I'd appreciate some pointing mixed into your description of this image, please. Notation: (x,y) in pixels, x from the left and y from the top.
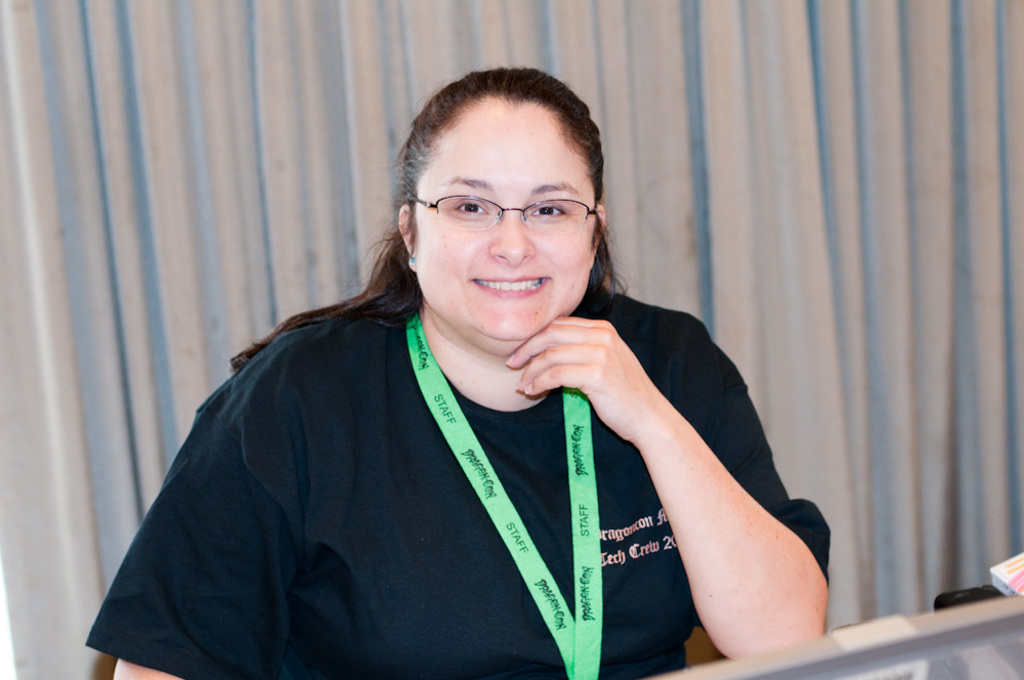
In this image there is a woman (572,426) who is wearing the black dress (312,521) and green colour id card (527,560). The woman (586,261) also wore spectacles (483,204). In the background (295,106) there is a curtain (229,100). On the right side (1008,601) bottom there is a table (950,619) on which there are box (997,576) and a pouch (962,593).
